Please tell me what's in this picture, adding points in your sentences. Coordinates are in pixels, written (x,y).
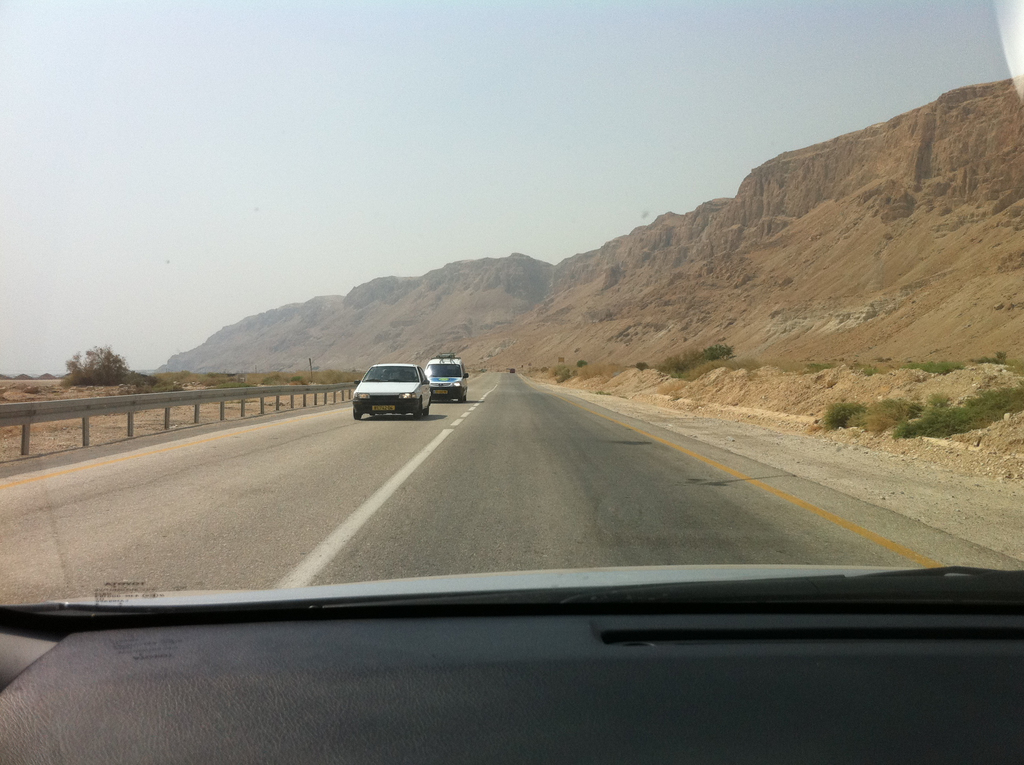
This is an inside view of a car (386,685). In the background (392,383), I can see two cars (422,395) on the road (401,463), trees (122,367) and hills (427,283). At the top of the image (287,125) I can see the sky (327,55).
